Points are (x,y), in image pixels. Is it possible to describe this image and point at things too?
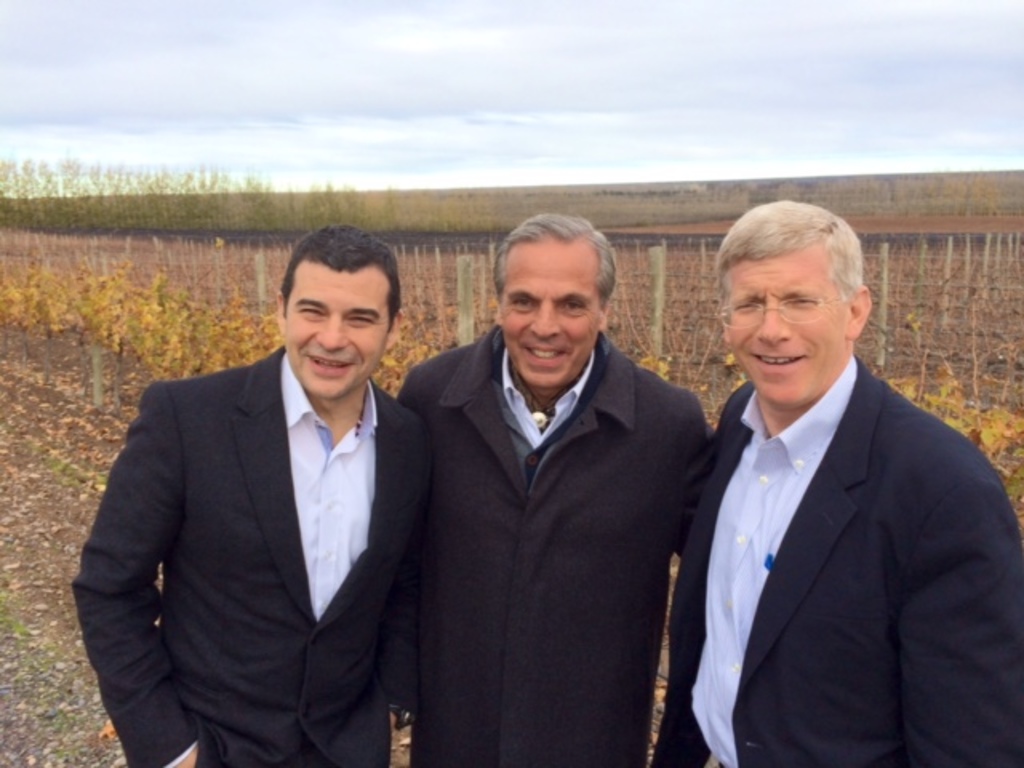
In this picture we can see there are three people (421,584) standing and behind the people (400,553) there is a fence (455,294), trees (279,204) and the sky (353,95).
